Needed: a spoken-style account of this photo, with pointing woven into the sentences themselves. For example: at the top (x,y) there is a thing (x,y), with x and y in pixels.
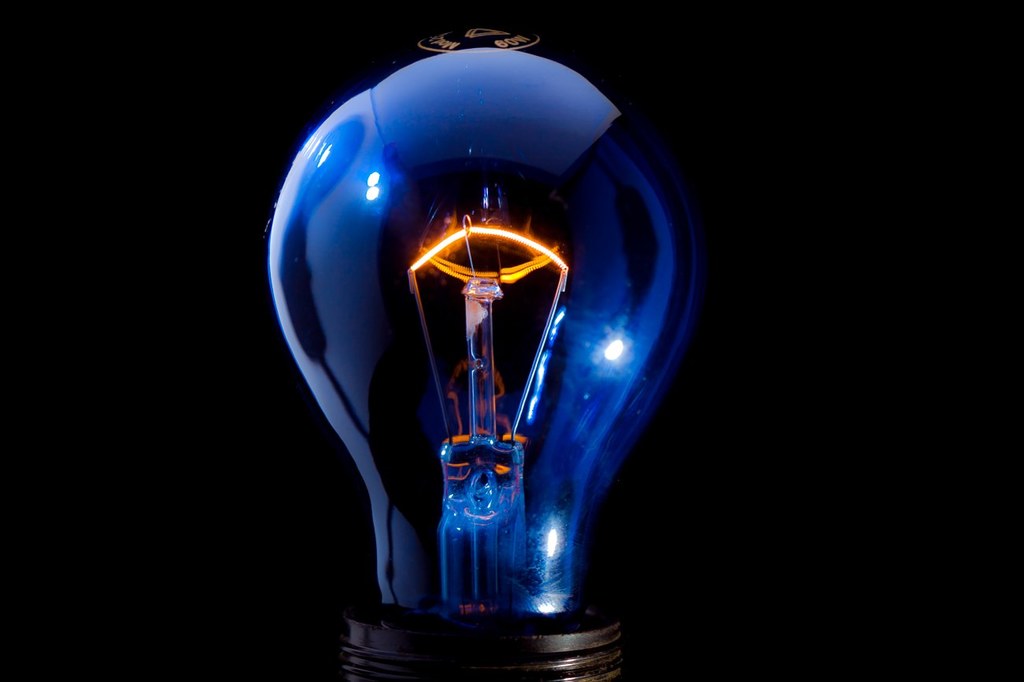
This image consist of bulb (488,354) which is in the center (480,344).
